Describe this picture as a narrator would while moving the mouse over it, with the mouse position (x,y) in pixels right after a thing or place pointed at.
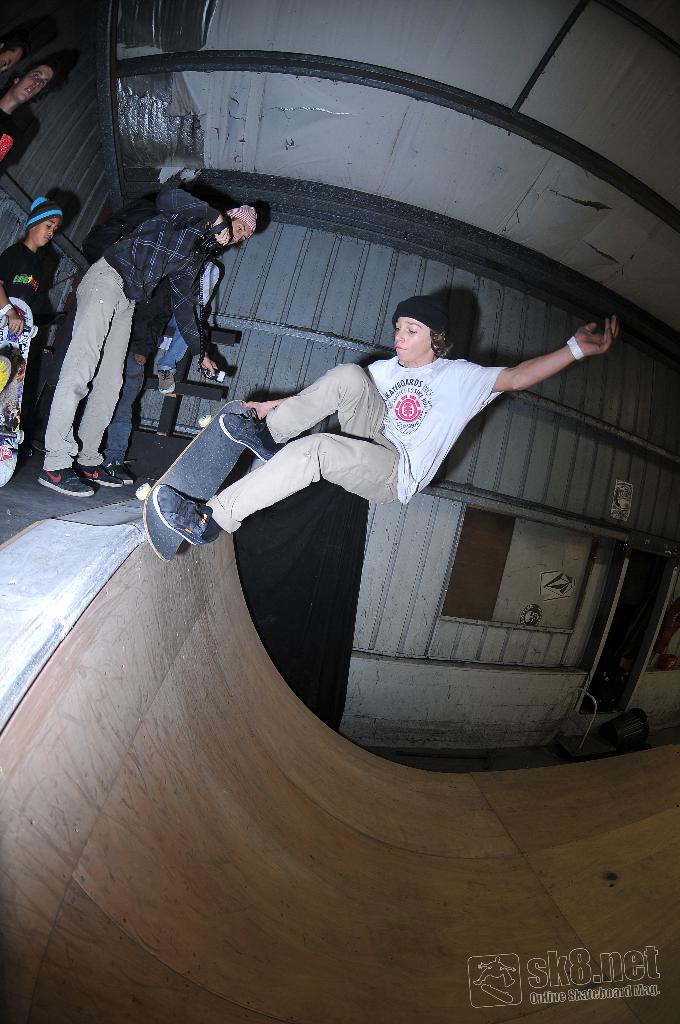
In this image, in the middle (415,440), we can see a man (419,409) riding on the skateboard (212,424). On the left side (116,421), we can see a group of people (104,322). At the top (220,155), we can see a roof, at the bottom (190,709), we can see a floor (543,896).
